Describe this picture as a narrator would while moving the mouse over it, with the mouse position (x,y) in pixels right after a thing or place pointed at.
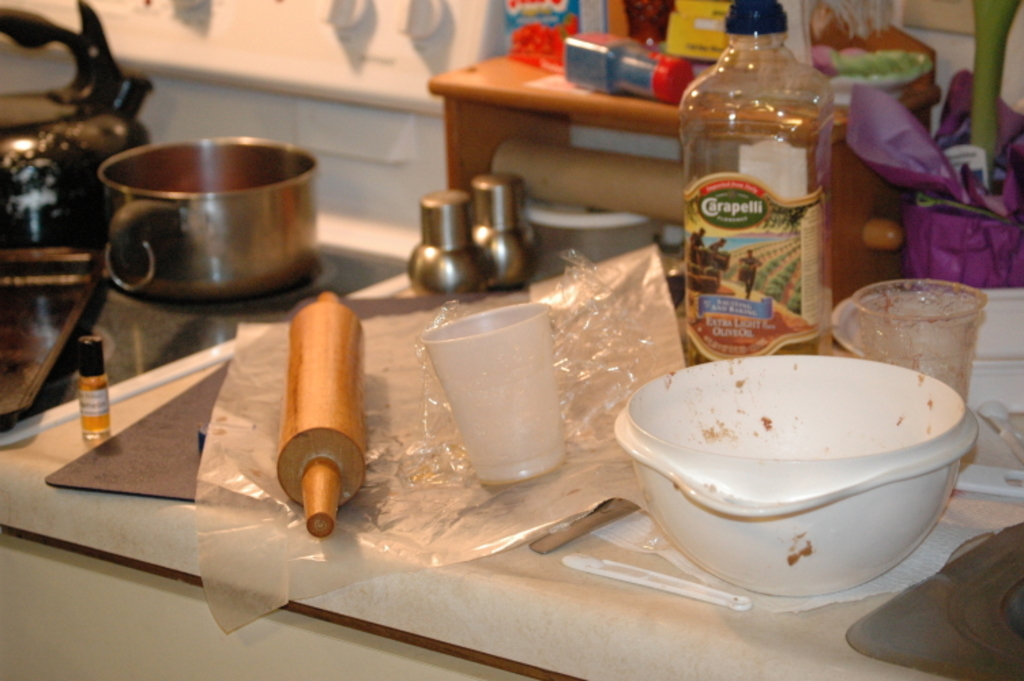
In this image we can see many utensils (539,389). There are many objects (659,423) placed on the table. There is a plant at the right side of the image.
